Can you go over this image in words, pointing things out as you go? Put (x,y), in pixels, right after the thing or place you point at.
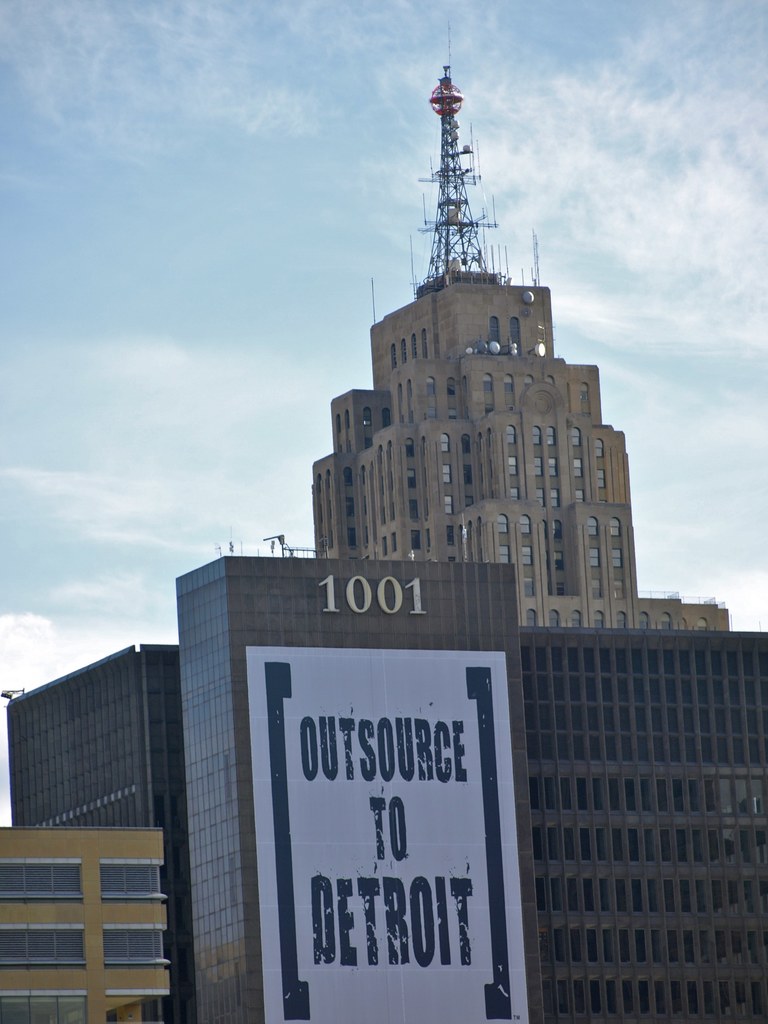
In this image there are buildings (561,827) and we can see a board (412,1010) placed on the building (256,1013). In the background (322,351) there is sky (723,254).
